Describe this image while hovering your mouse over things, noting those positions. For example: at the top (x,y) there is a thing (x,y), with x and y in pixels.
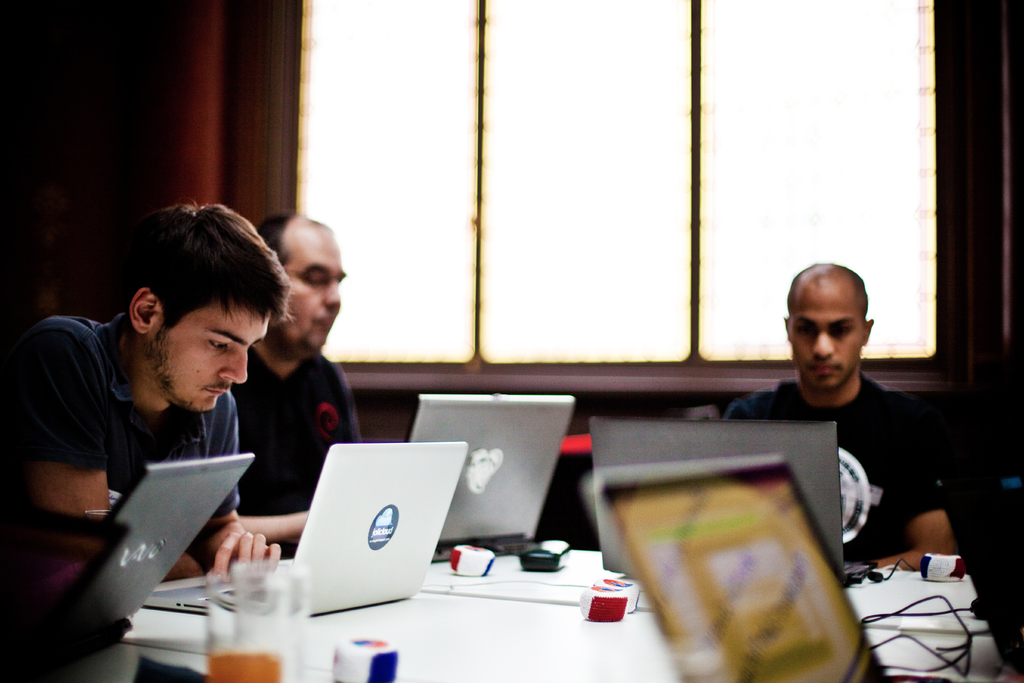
In this image we can see persons (158,375) sitting at the table (536,580) with laptops (605,493). On the table (500,562) laptops (467,522), mouses (526,567), and glasses (256,638). In the background (166,132) there is a wall (59,192) and windows (486,162).
